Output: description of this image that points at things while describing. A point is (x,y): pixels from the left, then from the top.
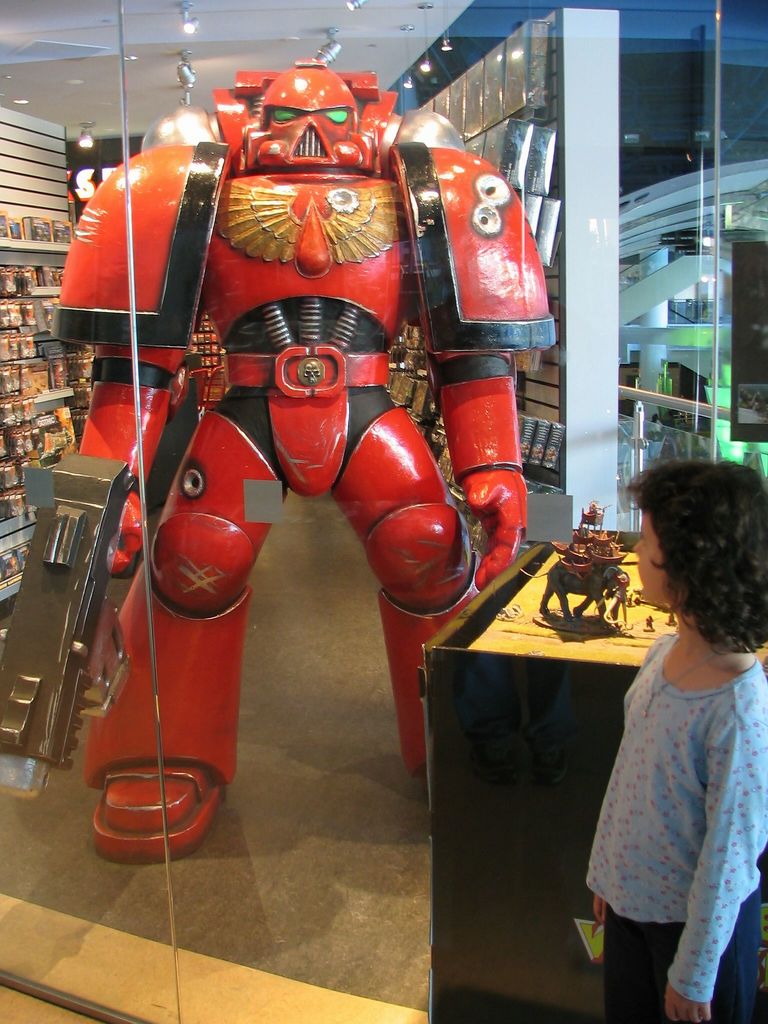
In this image we can see this child (633,683) is standing here. Here we can see the glass doors (34,859) through which we can see some objects (623,578), red color robot sculpture (405,420) and in the background (612,165), we can see some objects (537,43) and ceiling lights (334,38).
